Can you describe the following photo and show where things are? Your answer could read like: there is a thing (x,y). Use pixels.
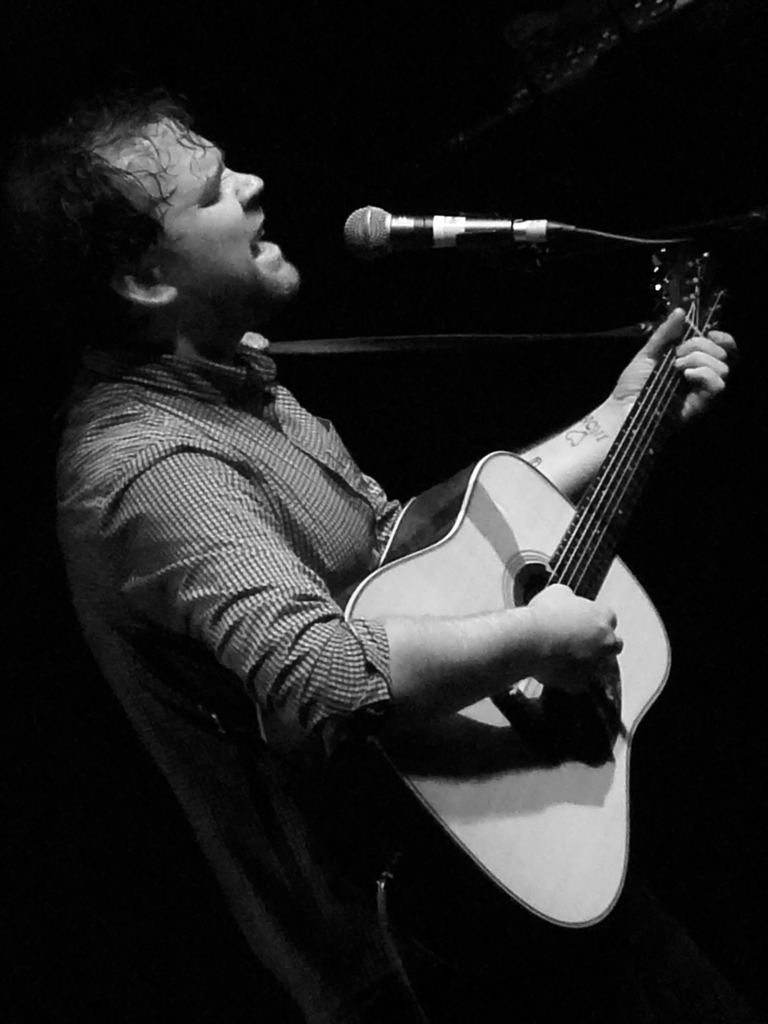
In this image i can see a man (199,239) holding a guitar (399,615). I can see a microphone (401,222) in front of him.
